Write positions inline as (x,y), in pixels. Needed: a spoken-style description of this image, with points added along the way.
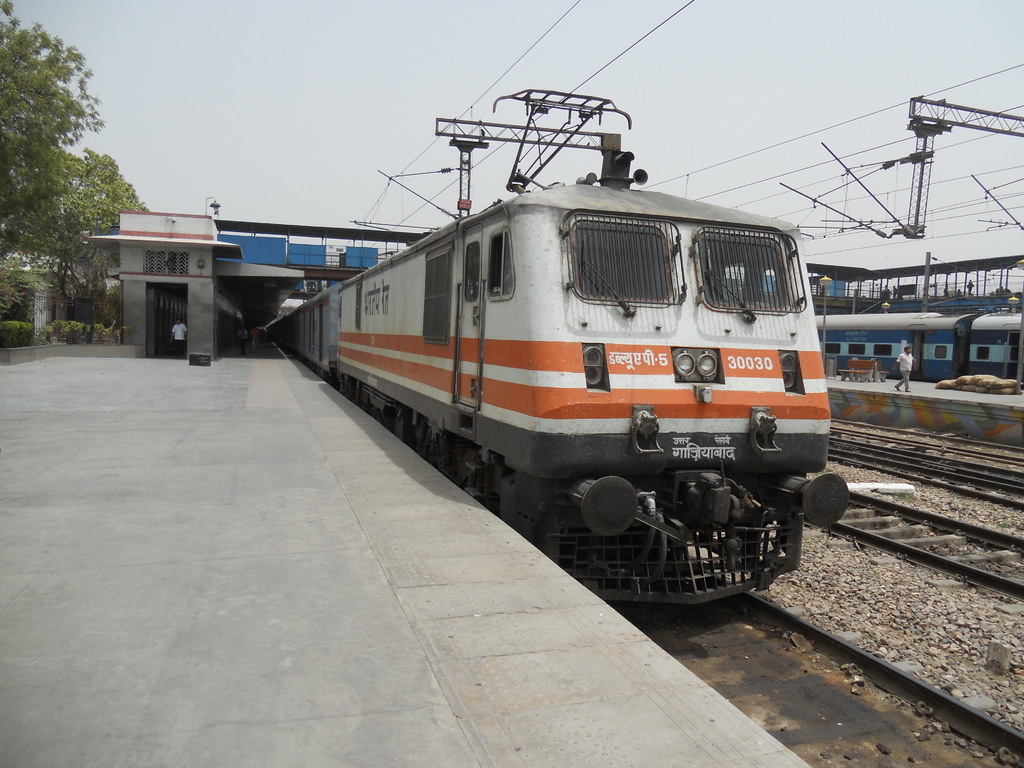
In this image in the center (644,298) there are two trains (838,357), and at the bottom (831,557) there is a railway track (839,636) and some stones (904,573). In the center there is one man (905,381) who is walking and in the background (882,279) there are some pillars (215,276) and some wires (470,106) and towers (480,122). On the left side (108,527) there is a walkway (150,569) and some trees (74,161), on the top of the image (397,108) there is sky (757,87).
